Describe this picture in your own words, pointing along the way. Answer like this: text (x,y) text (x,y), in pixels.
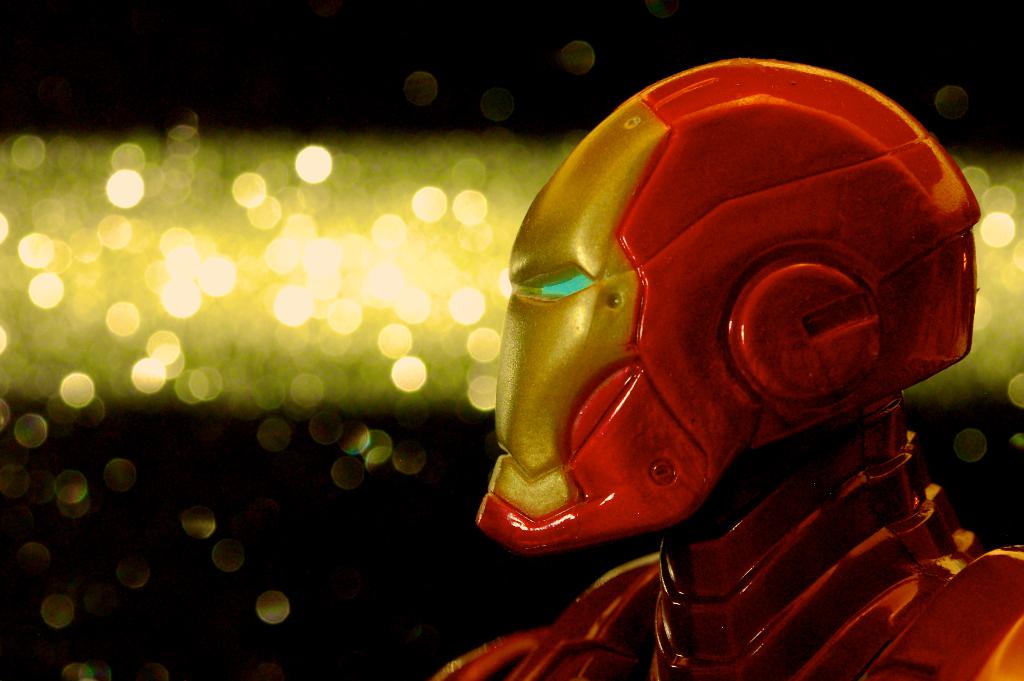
In this picture we can see a robot (532,447), lights (437,259) and in the background (900,31) it is dark.
